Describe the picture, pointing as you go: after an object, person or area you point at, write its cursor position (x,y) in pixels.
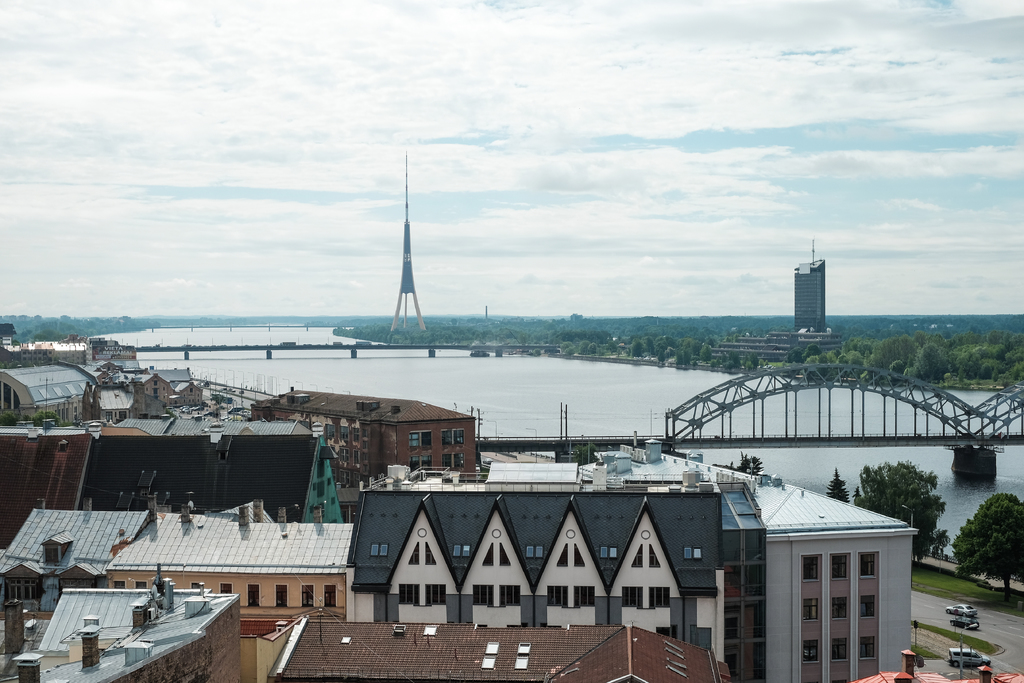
In this image I can see buildings (396,549), a bridge (757,436), vehicles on the road (920,621) and water (521,398). In the background (409,285) I can see trees (771,322), tower (410,258) and the sky (539,168).
